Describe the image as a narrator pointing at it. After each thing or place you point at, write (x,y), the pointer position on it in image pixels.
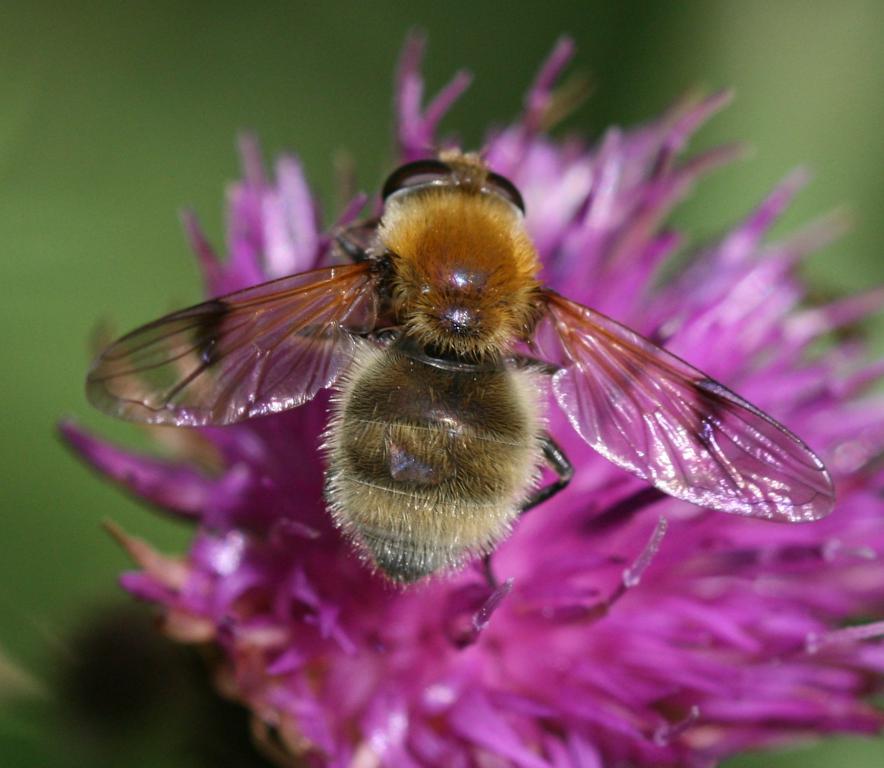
In this picture we can see a flower (602,554) here, we can see a hoverfly (560,451) on the flower (621,595), there is a blurry background (182,120).
